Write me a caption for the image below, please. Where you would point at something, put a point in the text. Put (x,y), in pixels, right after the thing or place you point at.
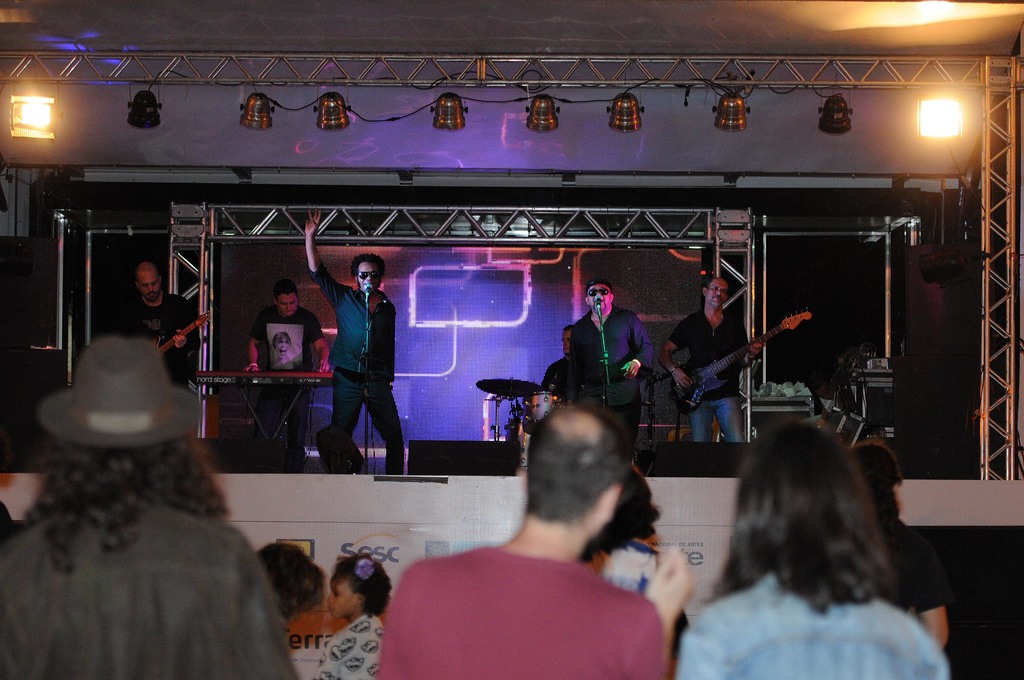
There are many people (540,535) and few people (271,356) are standing on the stage (652,379) with musical instruments (701,394). On the stage (716,572) there is a keyboard (332,376), mike (603,334) and some other musical instruments (509,380). At the top (852,59) there are lights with a fence (389,54). Roof (433,48) is also visible.
